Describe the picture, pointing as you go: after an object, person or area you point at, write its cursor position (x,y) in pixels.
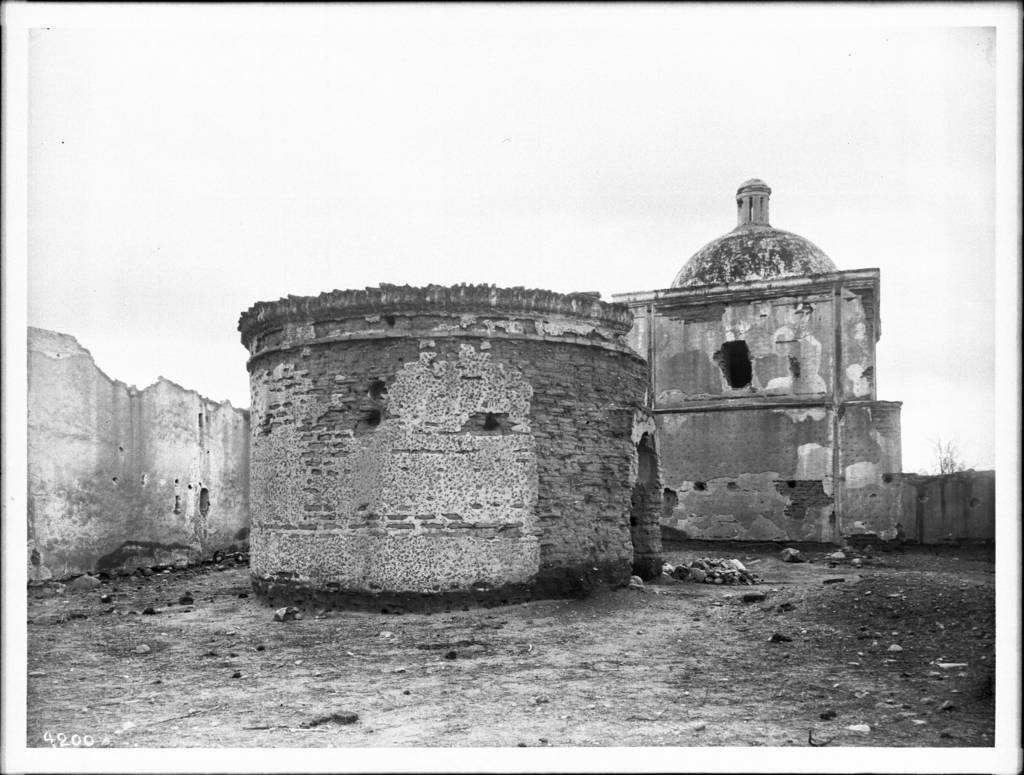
This picture is a black and white image. In this image we can see the castle (813,336) with Wall (770,307), some rocks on the ground (772,618), it looks like the plants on the wall (966,531) on the right side of the image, some numbers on the bottom left side of the image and at the top (566,51) there is the sky (932,452).
